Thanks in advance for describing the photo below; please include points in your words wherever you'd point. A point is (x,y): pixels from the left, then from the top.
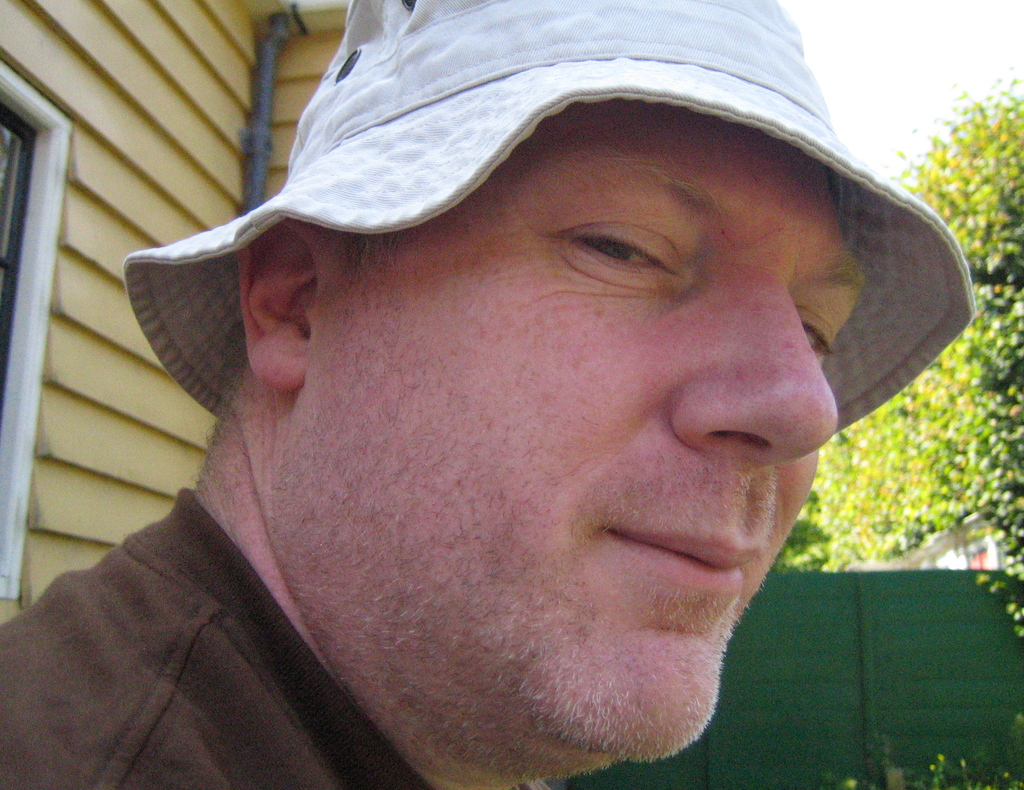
In this image a person (540,535) is wearing a brown shirt (123,666) and a cap (695,68). Behind there is a house (69,308) having a window (12,258). Right side (989,677) there is a fence (830,659). Behind there are few trees (890,459). Right top there is sky (903,105).
